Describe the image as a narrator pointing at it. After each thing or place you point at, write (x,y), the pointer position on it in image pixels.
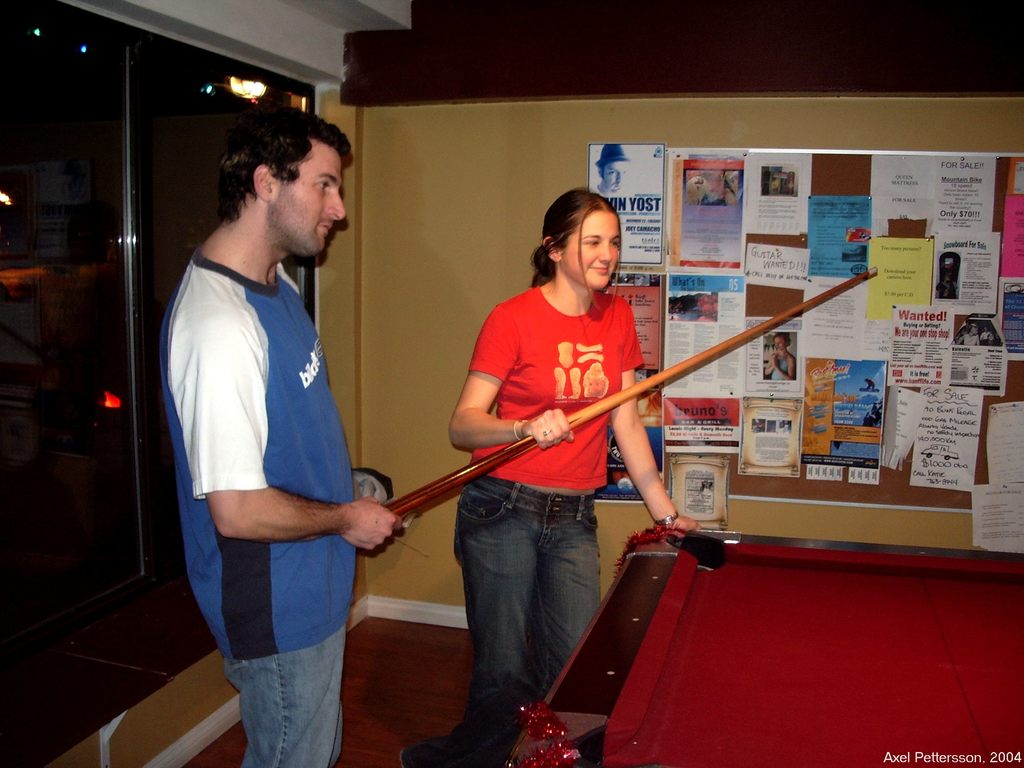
In the center of the image (501,306) we can see two persons (511,415) are standing and they are smiling, which we can see on their faces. And we can see they are holding one stick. In front of them, we can see one red table (756,650). On the table (730,644), we can see some decorative items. At the bottom right side of the image (898,762), we can see some text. In the background (409,267) there is a wall (416,205), glass (113,261), board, posters (734,215) and a few other objects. On the posters (888,284), we can see some text (967,292).
